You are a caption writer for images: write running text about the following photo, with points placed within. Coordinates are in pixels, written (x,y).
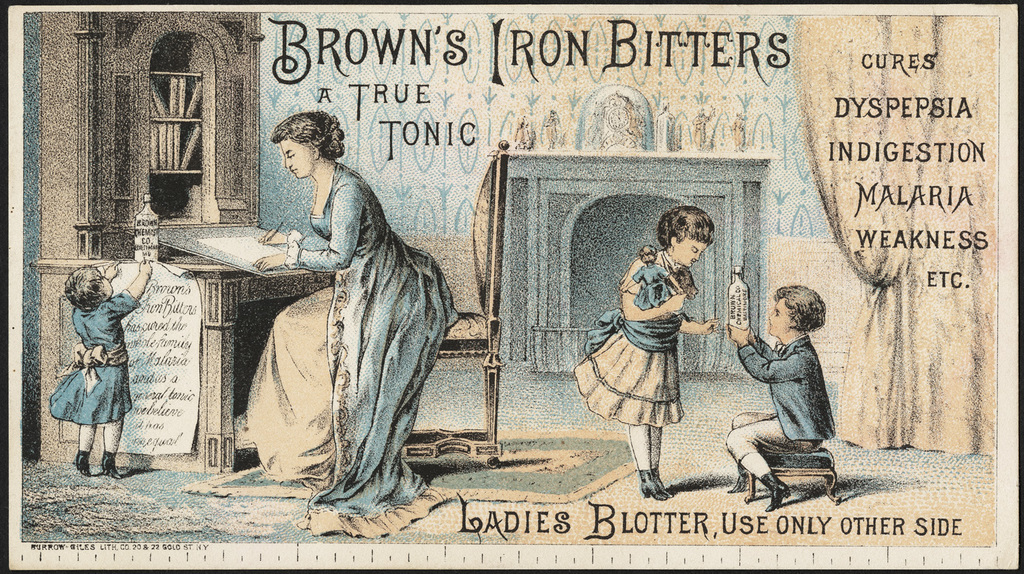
In this image there is a paper (707,345). On the paper (295,383) there is text (898,203). There are images (321,242) of a few people (391,263). There is a woman (414,304) sitting on a chair (486,363) at the table (243,298). She is writing on a paper (234,244). Beside her there is a girl (86,335) sticking a paper (186,281) to the table (210,280). On the table (195,248) there is a bottle (141,231). To the left (124,96) there is a rack (164,87) and there are books (152,136) in the rack (143,118). In the center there is a boy (791,413) sitting on the stool (785,453) and holding a bottle (737,310) in his hand (740,331). In front of him there is a girl (661,334) holding a doll (652,296). Behind them there is a fireplace (590,221). To the right (897,158) there is a curtain (908,286).
